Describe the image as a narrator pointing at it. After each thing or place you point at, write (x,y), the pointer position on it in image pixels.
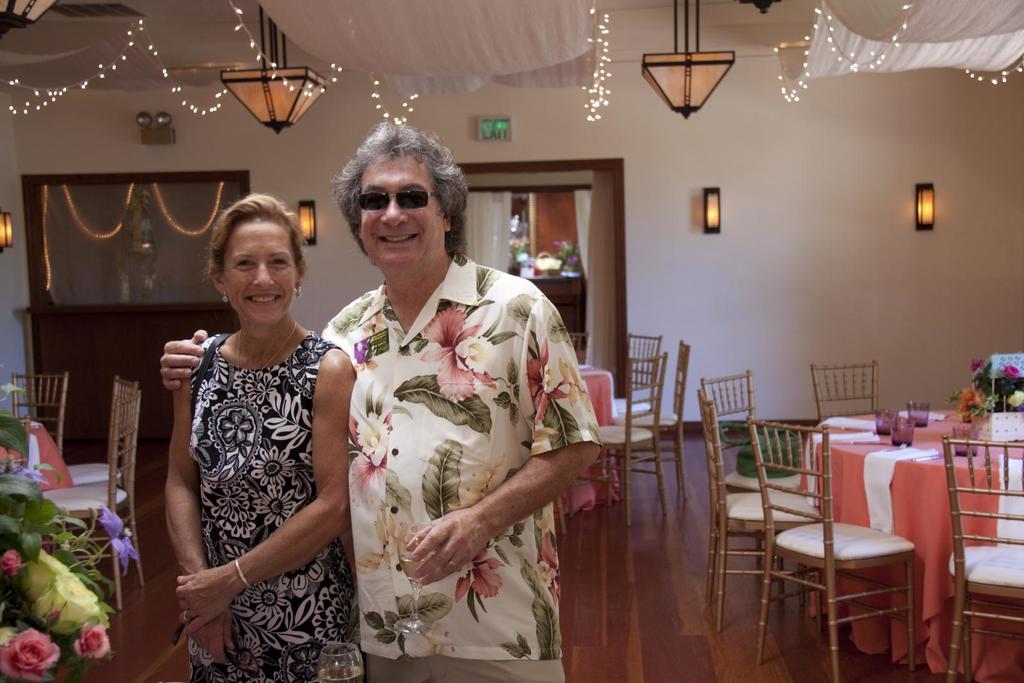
There is a man (440,305) who is standing in the center of the image (434,370) and holding a shoulder (219,348) of a woman (263,354). On the bottom right corner (878,595) there is a round table (996,457) and chairs (756,492). On the table (929,497) there is a glass (912,426), plant (1001,381) and invitation card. On the back side (816,228) there is a wall (755,223) which having two lights (923,205). On the top (673,62) we see a chandelier (693,69). On the center of the image (590,246) there is a window (593,238) through which we can see a room (545,249). On the bottom left corner (91,542) there is a flowers (78,599).
